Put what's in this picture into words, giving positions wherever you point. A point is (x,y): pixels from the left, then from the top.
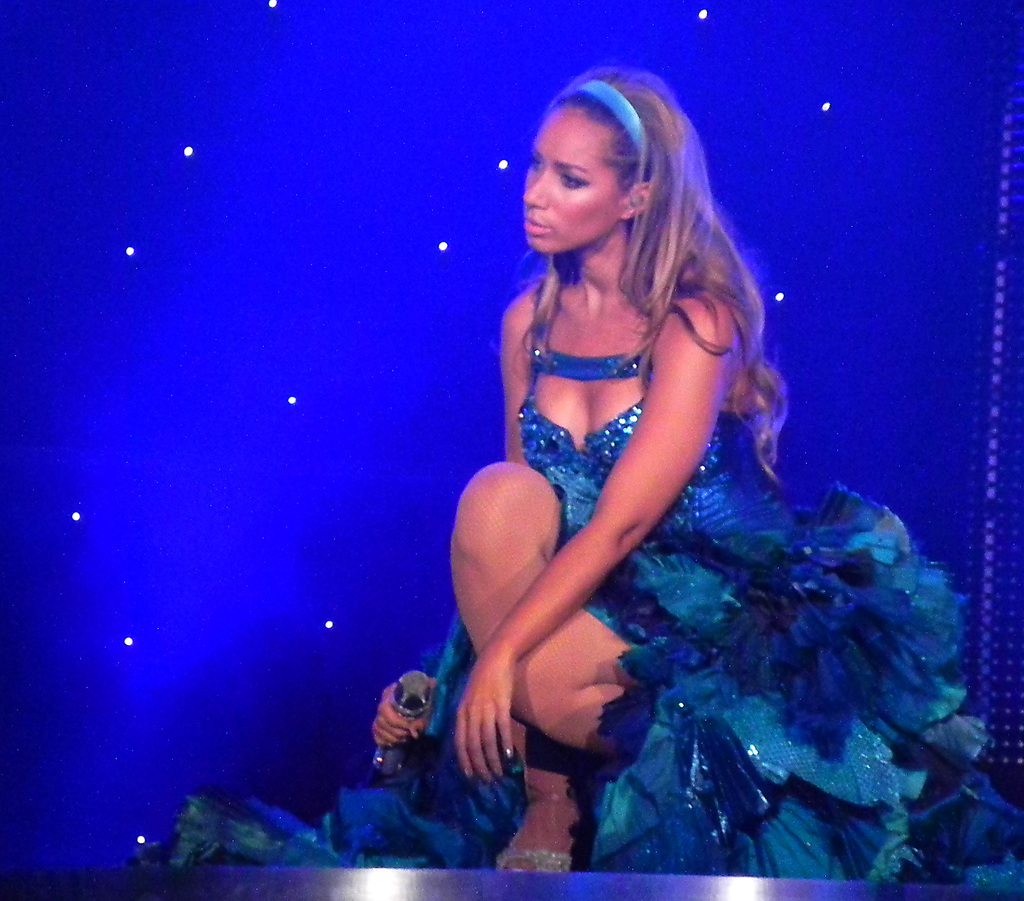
In this image I can see a woman (938,786), wearing a blue dress (908,759) and holding a microphone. There is a blue background on which there are white dots (292,399).
